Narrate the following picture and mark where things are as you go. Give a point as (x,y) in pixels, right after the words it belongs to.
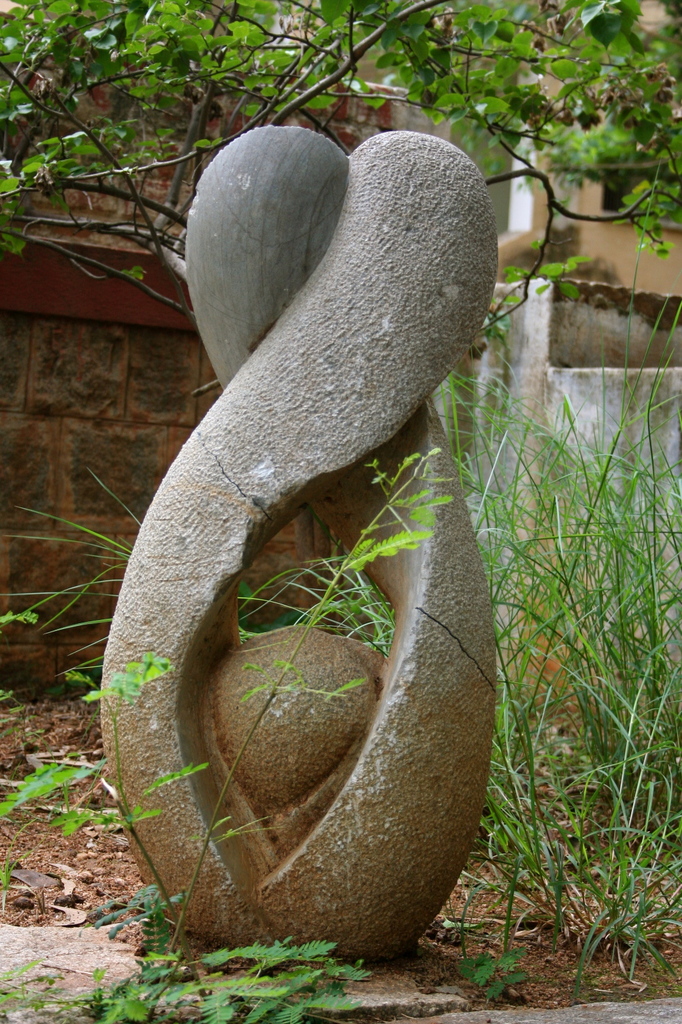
Here there are trees (354,90), this is an object (338,681).
